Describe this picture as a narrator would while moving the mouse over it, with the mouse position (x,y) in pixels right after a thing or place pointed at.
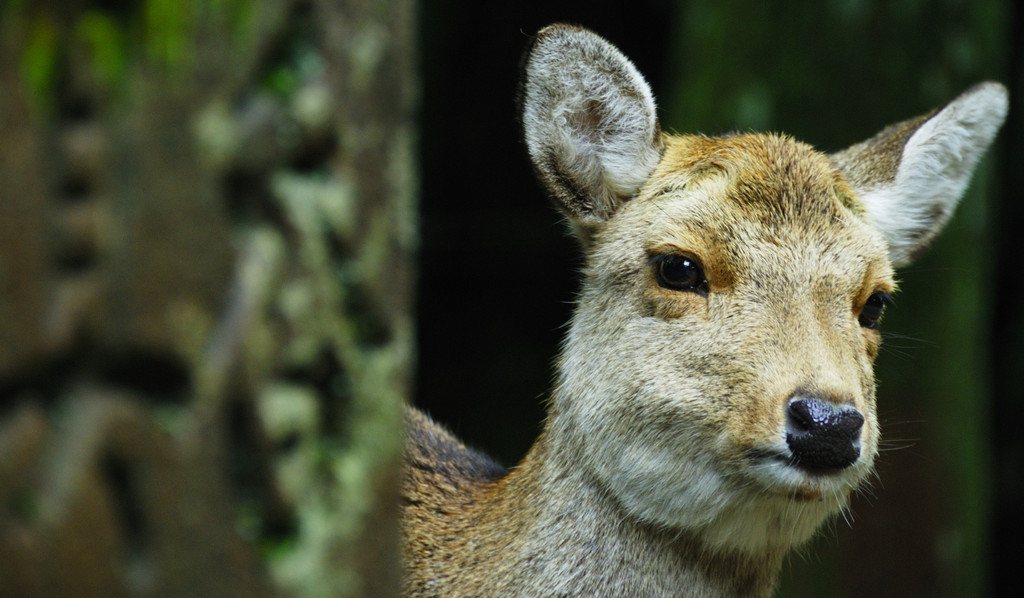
In this image I can see an animal (669,440) in light brown colour and the background (503,80) is blurry.
